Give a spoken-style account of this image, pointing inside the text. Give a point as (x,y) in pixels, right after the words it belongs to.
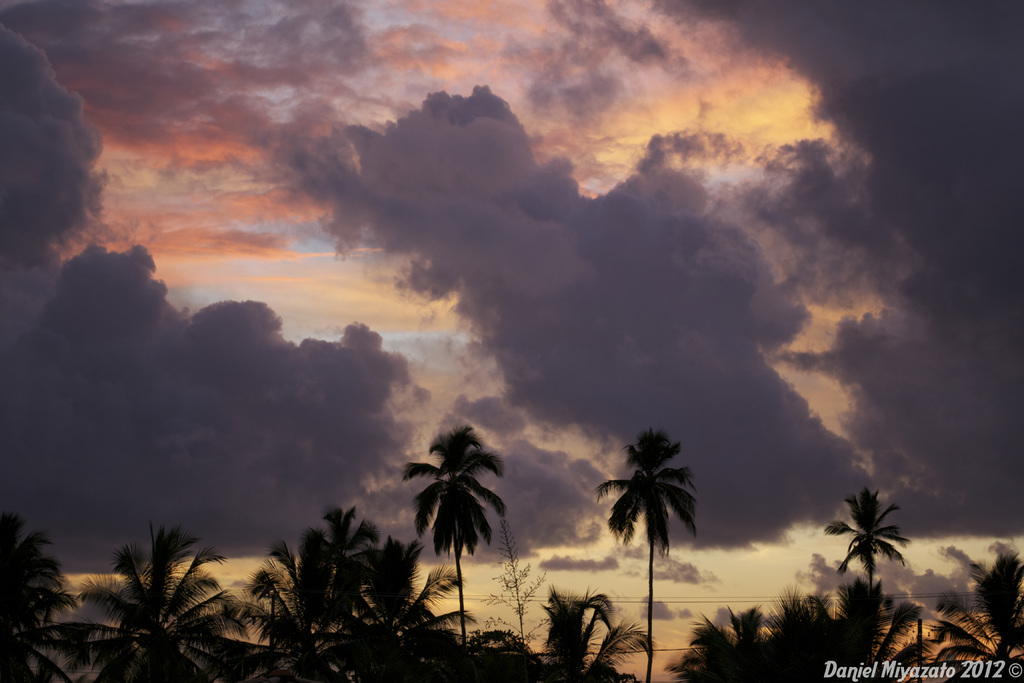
In this picture we can see clouds (862,295) in the sky (739,588). We can see transmission wires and trees (706,643). In the bottom right corner of the picture (944,675) we can see watermark (944,675).
